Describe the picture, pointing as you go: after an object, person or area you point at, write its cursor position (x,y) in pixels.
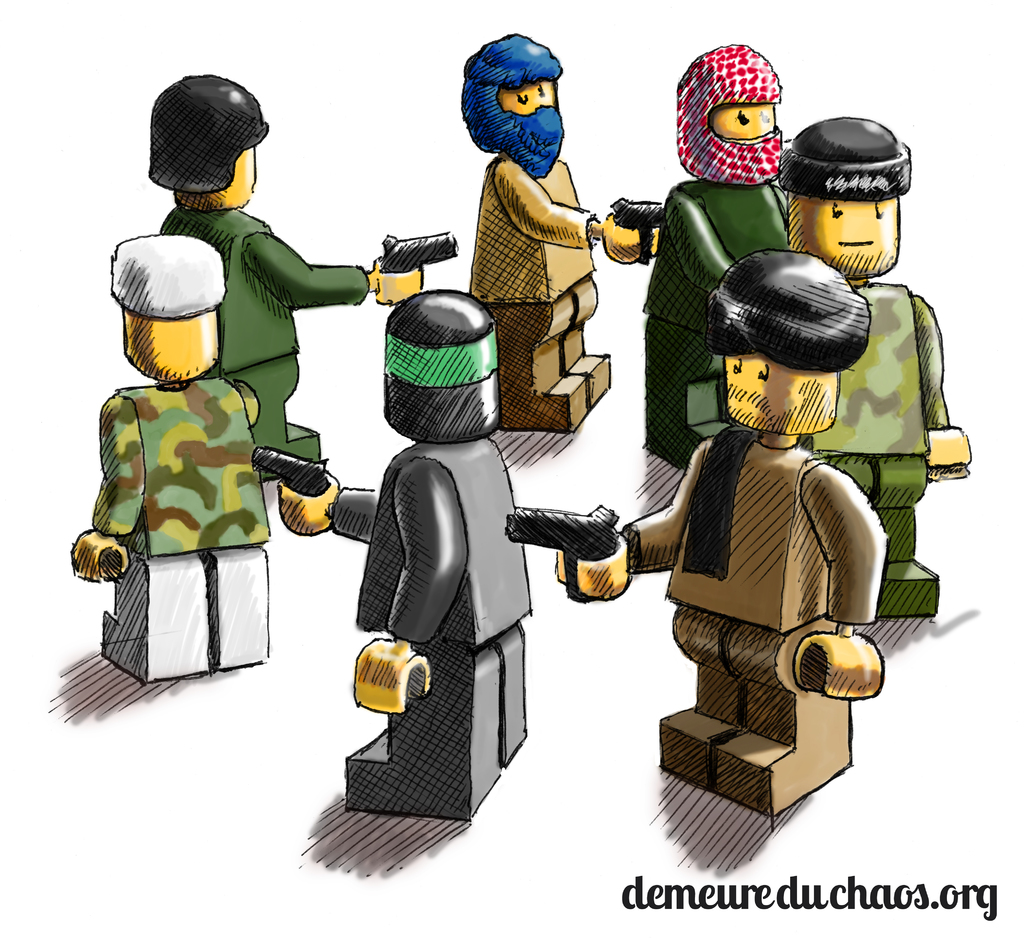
In this image I can see few animated pictures (511,351) are holding something. Background (53,355) is in white color and something is written on the image.
